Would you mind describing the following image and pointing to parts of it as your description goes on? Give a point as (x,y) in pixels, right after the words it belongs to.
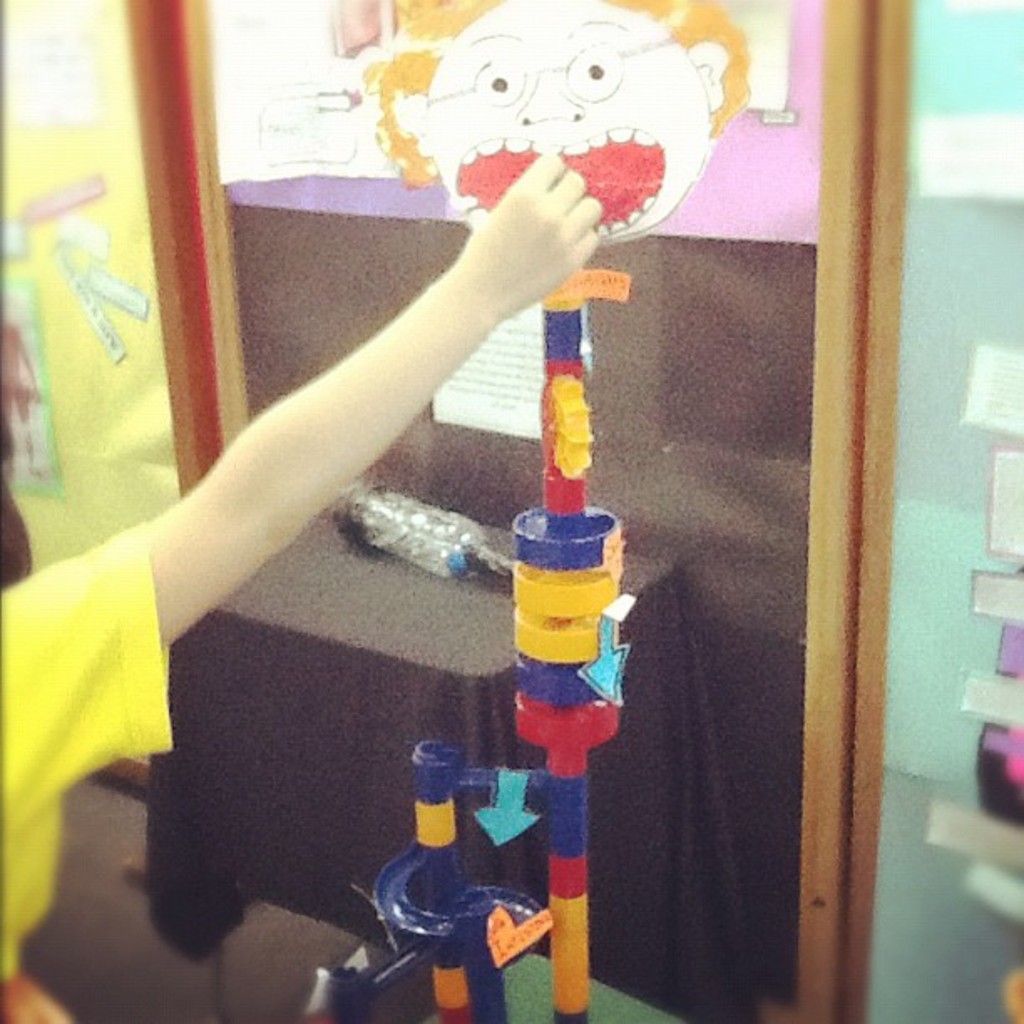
This image consists of a toy (612,719). There is a water bottle (395,544) in the middle (379,537). There is a person's hand (360,451) in the middle (409,419).
